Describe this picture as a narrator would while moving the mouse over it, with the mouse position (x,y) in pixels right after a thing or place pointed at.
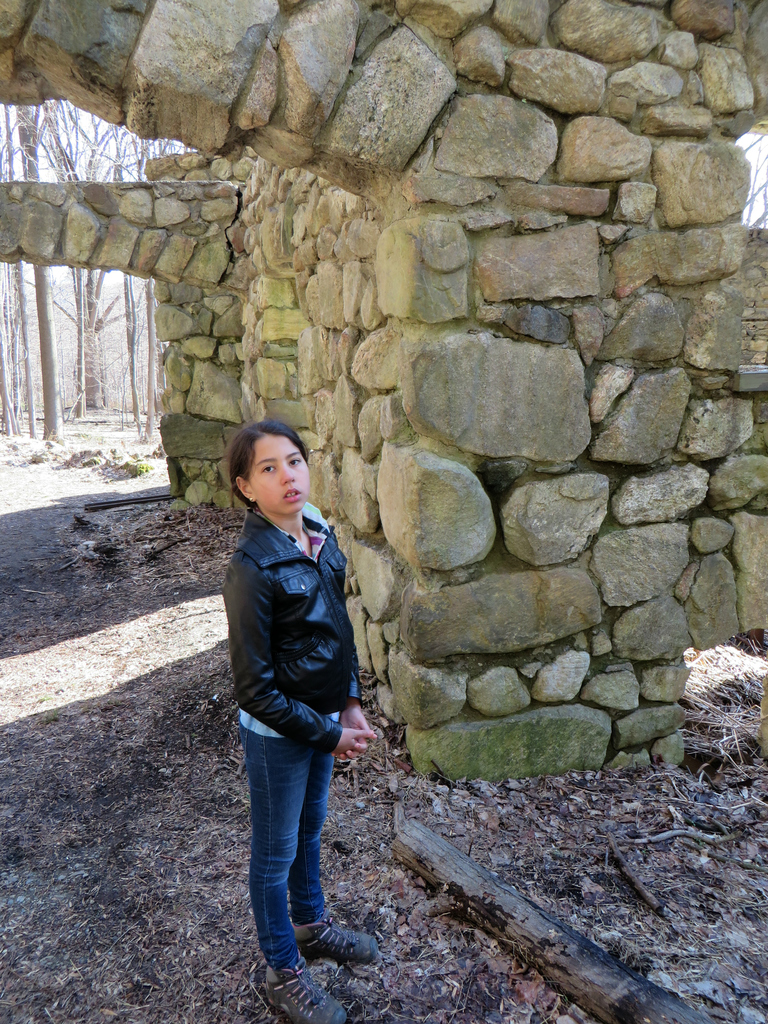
In this image, we can see a kid (336,592) wearing clothes (264,752) and standing beside an arch (604,535). There is an another arch (115,244) and some trees (48,143) in the top left of the image (76,206).
